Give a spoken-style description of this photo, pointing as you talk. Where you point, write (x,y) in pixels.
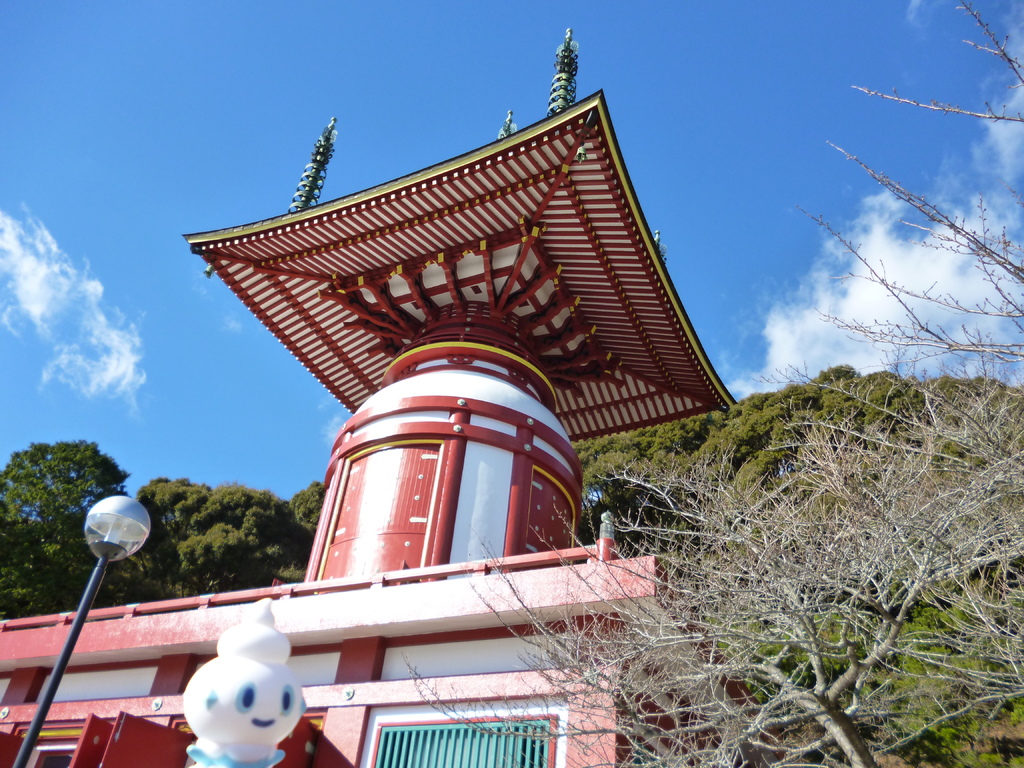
In this image, we can see an architecture (469,607), trees (780,597), mascot (240,747), street light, doors (168,746) and window (386,742). In the background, there is the sky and trees (1012,435).
